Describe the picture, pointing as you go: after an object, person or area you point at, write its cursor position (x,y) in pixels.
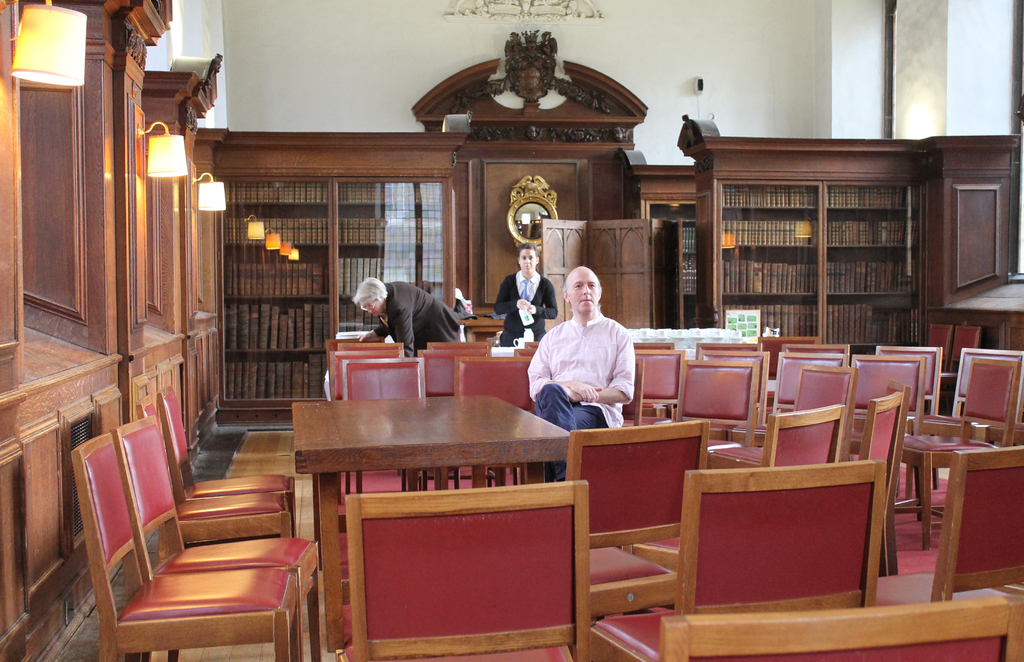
In this picture there is a man (597,385) sitting on the chair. There is a woman (531,311) standing and there is also another woman (390,297) standing. There is a light (209,196). There is a bookshelf (307,239) in which books (298,229) are kept.
